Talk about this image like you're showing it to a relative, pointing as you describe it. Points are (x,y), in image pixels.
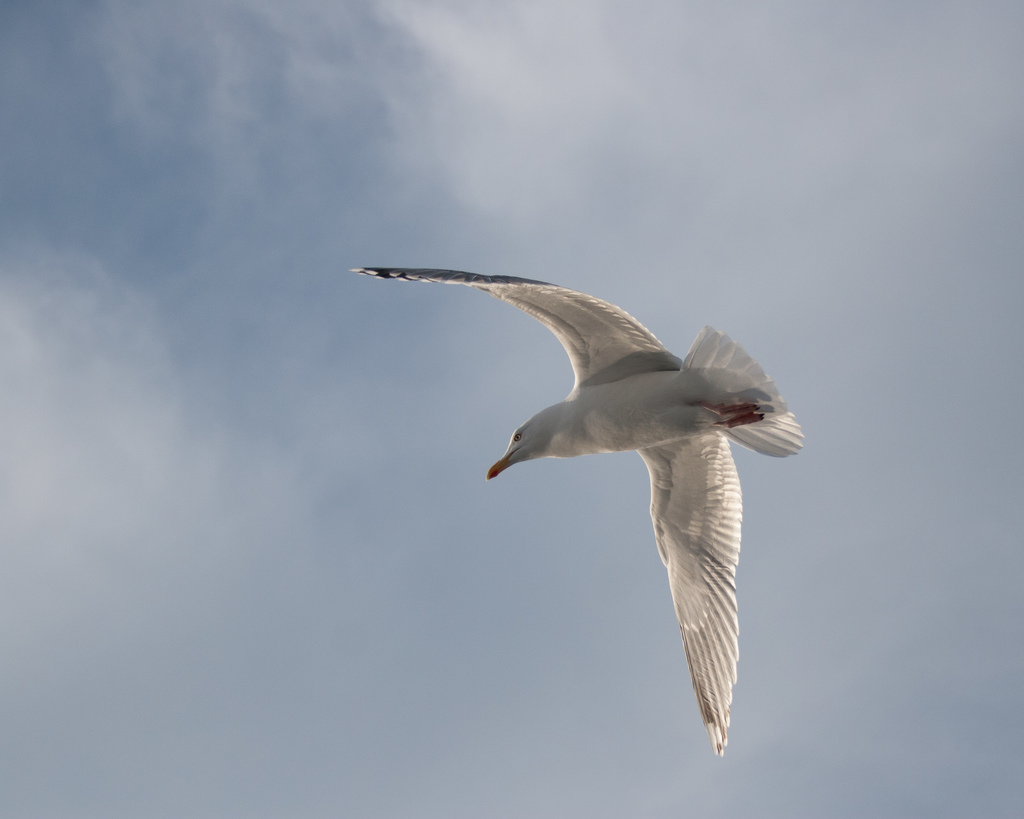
In this image there is a bird (715,649) in the air (402,447). At the background (409,375) there is sky (256,298).
